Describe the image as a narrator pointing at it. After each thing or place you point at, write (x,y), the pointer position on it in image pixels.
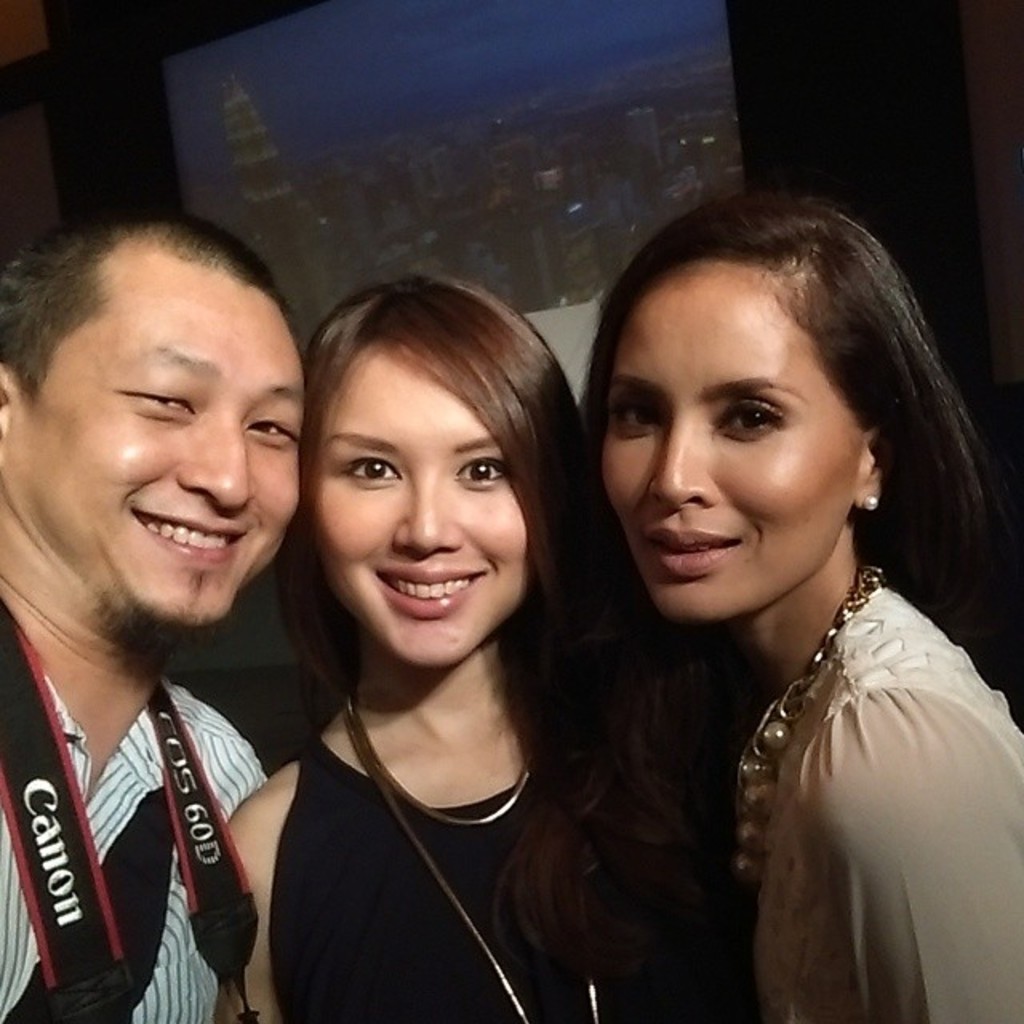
This picture shows a couple of women (578,661) and a man (157,796) standing and we see smile on their faces (421,660) and we see women (531,792) wore ornaments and men (246,792) wore camera belt (20,654).
